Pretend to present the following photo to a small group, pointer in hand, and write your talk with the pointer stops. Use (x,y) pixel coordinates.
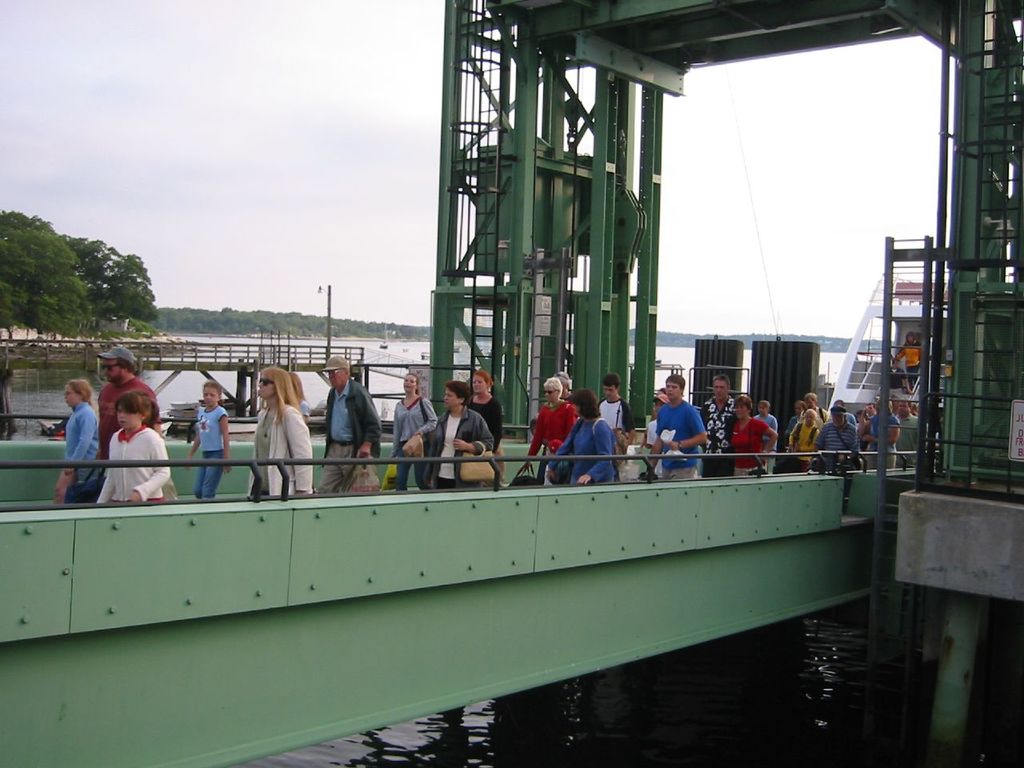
In this image, we can see a group of people (268,416). Here we can see a bridge (379,457), rods (620,457), water (747,640), trees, poles (531,371), pillars (1006,367). Background (270,171) there is a sky (323,197).
